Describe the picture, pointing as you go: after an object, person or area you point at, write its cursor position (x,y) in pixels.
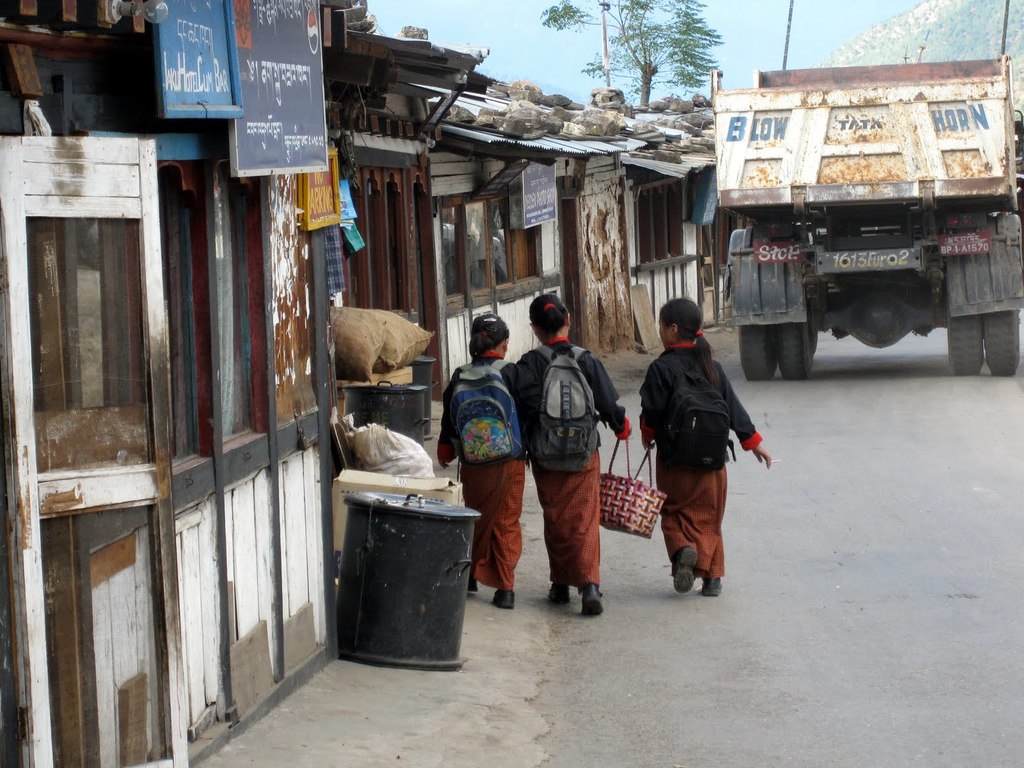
As we can see in the image there is a road (865,579) on which lorry (845,307) is moving and three girls (466,468) are walking by carrying a backpack (550,413) and two girls (579,482) are holding a bag (627,501). Beside them there is a houses (430,323) and back of the girls (592,490) there is a black drum (397,575) in front of it there is a cardboard box (401,485).
